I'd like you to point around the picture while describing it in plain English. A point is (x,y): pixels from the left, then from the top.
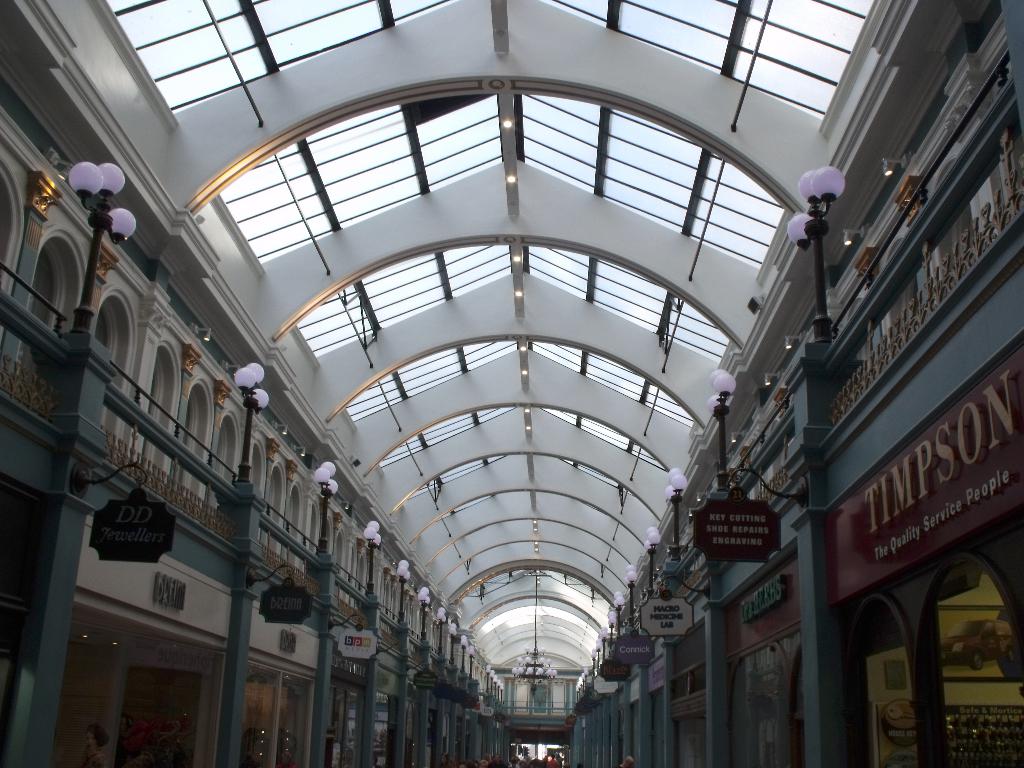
In this picture we can see the roof (622,226) of the building (622,287). And also we can see the lights (327,483), sign boards (287,643), wall (215,628), glass (167,714), chandelier (543,647), naming board (906,453) are present.
